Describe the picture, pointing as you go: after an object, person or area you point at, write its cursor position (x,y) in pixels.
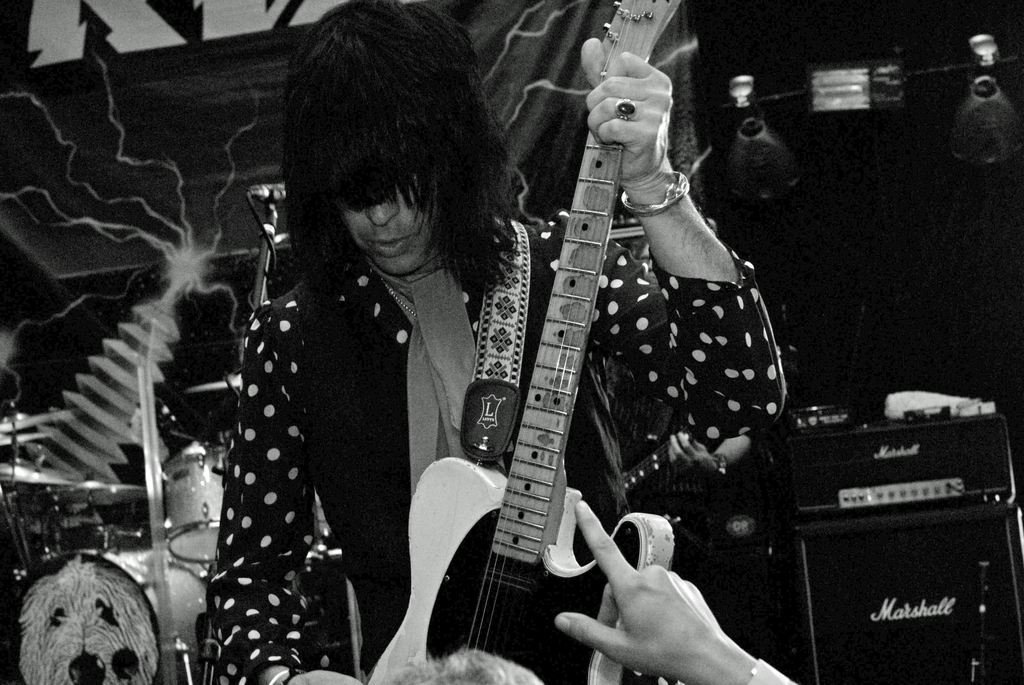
In this picture there is a man (432,411) standing and holding a guitar (532,627). There is a person (628,624) to the right (689,626). To the left, there is a drum (186,472) and few other musical instruments (11,492). There is a mic (264,200) in the background (278,207).
